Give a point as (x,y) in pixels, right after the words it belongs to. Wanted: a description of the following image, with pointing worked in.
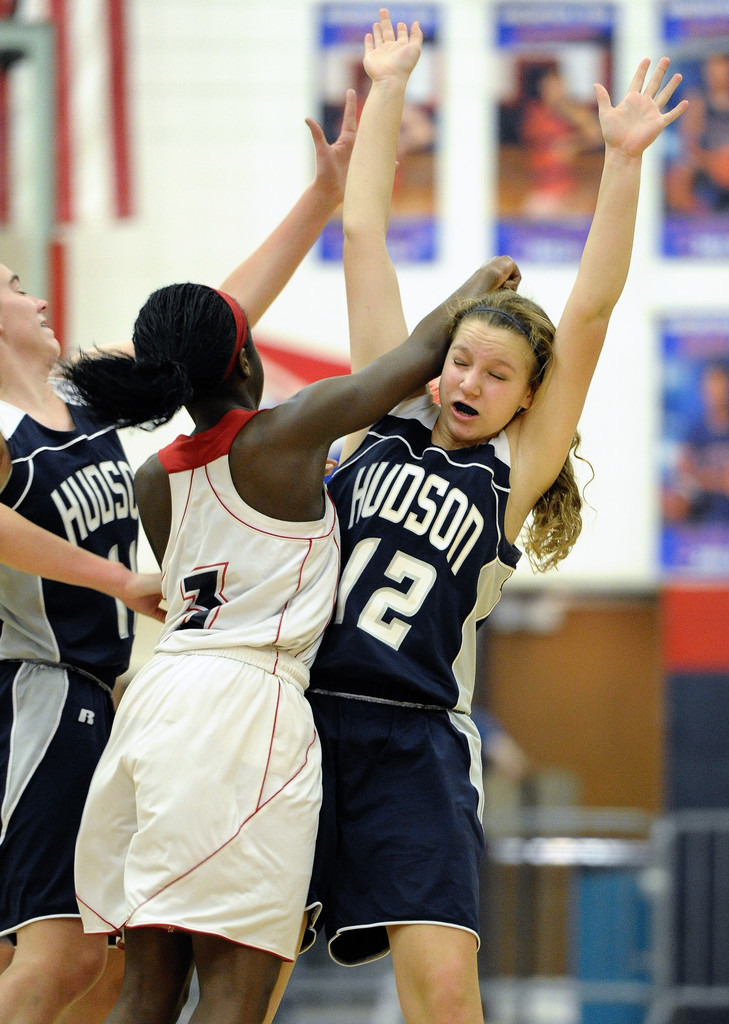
In this image, we can see three women (252,730). Background (695,980) there is a blur view. Here we can see posters (419,205).
